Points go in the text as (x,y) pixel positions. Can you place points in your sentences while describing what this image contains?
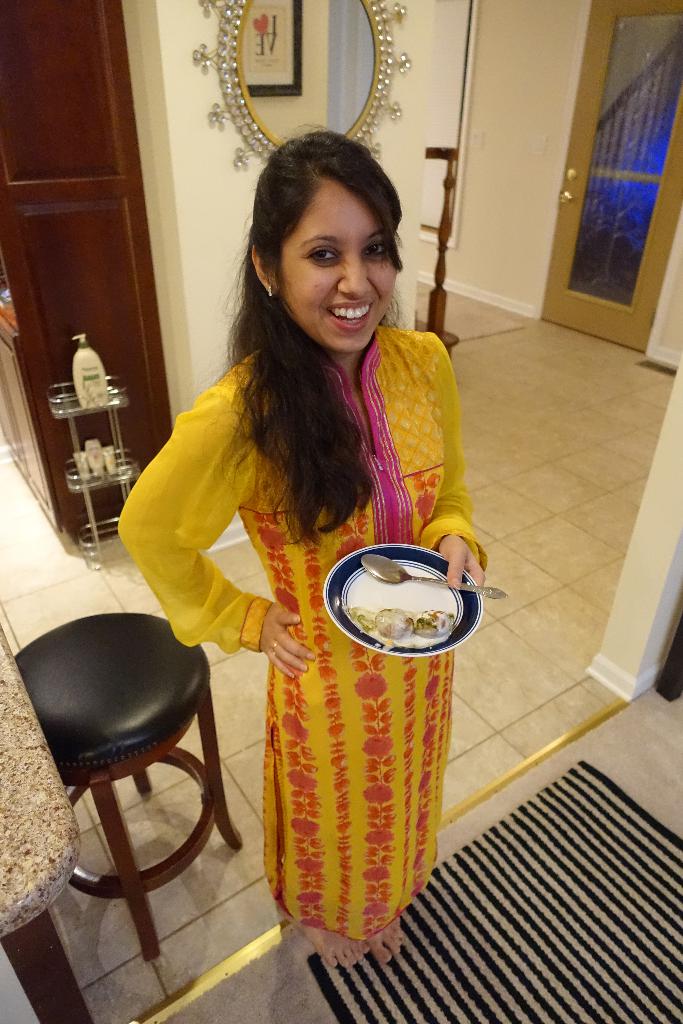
in the picture we can see a woman (290,570) standing, holding a plate (406,652) along with a spoon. here we can also see a table (13,885) and a mirror (233,22) near to her.
